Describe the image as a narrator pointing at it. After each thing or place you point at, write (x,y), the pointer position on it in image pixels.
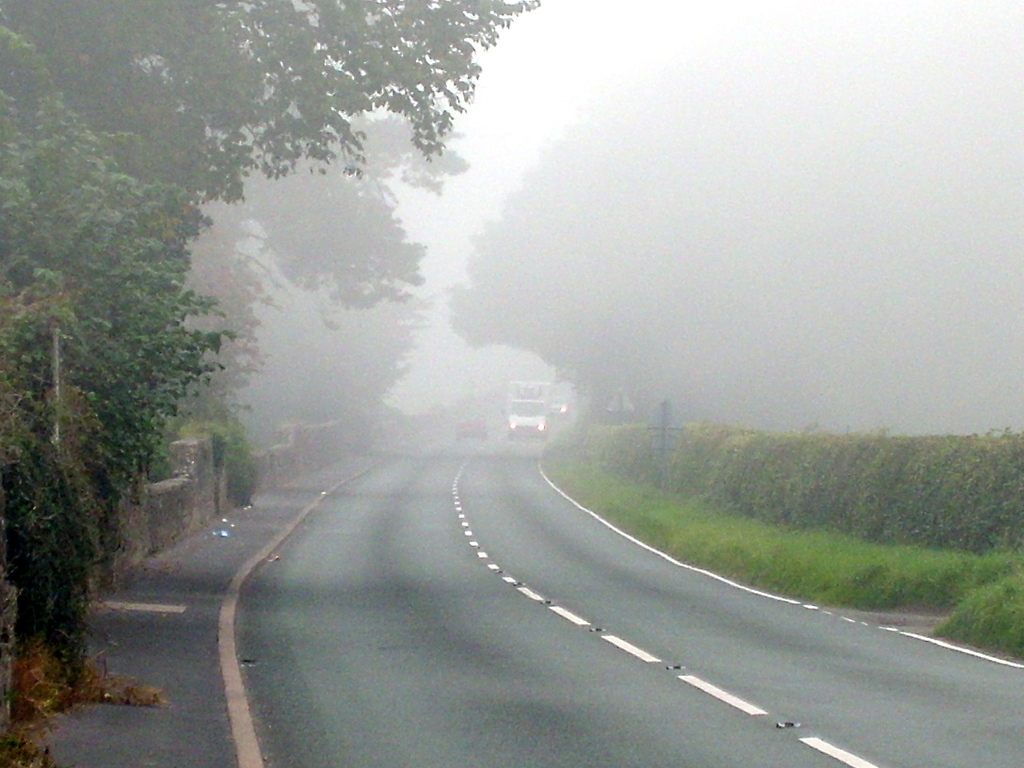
There is a road (485,618). On that there are vehicles (510,428). On the left side (135,626) there is a sidewalk (145,626). Near to that there is a wall (199,509) and trees (128,304). On the right side (802,558) there are grasses (811,546) and bushes (744,477). In the back (385,294) there is fog (455,257).
